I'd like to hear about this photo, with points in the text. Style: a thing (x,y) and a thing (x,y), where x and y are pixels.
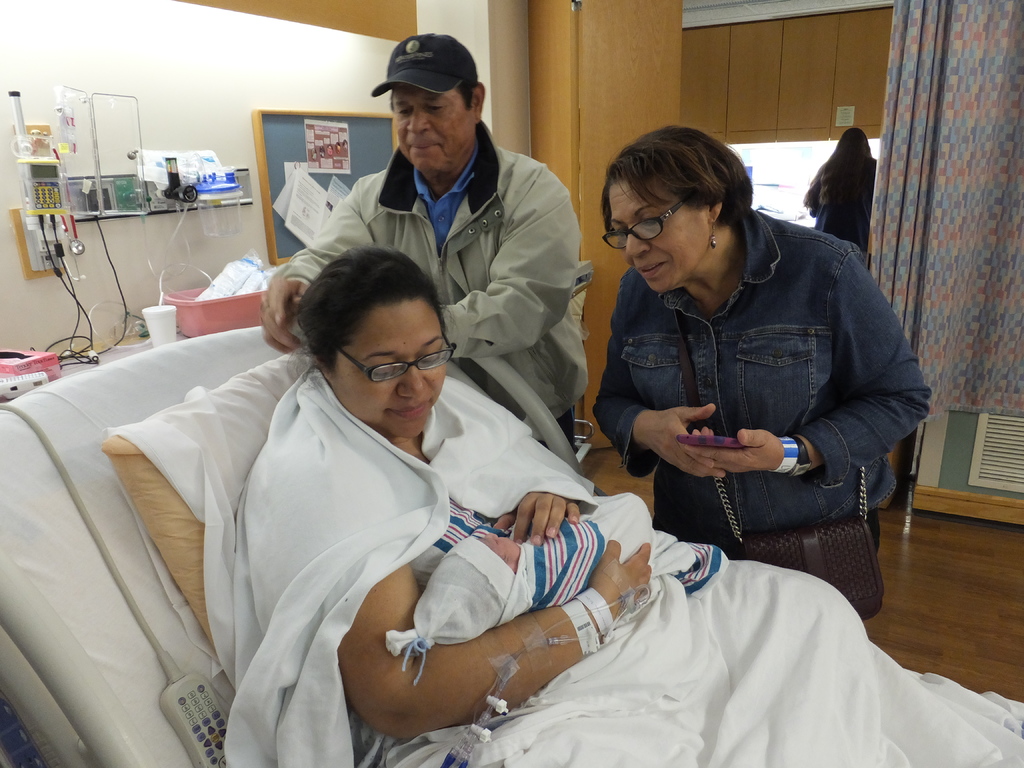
In this image I can see a woman (348,494) sitting on the bed (271,407) and holding a baby (519,606) in her hand (569,509). I can see white colored clothes (579,672) on her and I can see a pillow (172,502) which is cream in color. I can see a woman (763,347) wearing blue jacket (778,371) and a bag (826,536) is standing and holding a mobile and a man (550,246) wearing cap (455,71), cream jacket (475,218) and blue shirt (465,169) is standing. In the background (223,79) I can see the white colored wall (245,77), a board (281,158) attached to the wall (213,59), a woman (827,168) standing, the curtain (949,170) and some wooden furniture (695,106).
